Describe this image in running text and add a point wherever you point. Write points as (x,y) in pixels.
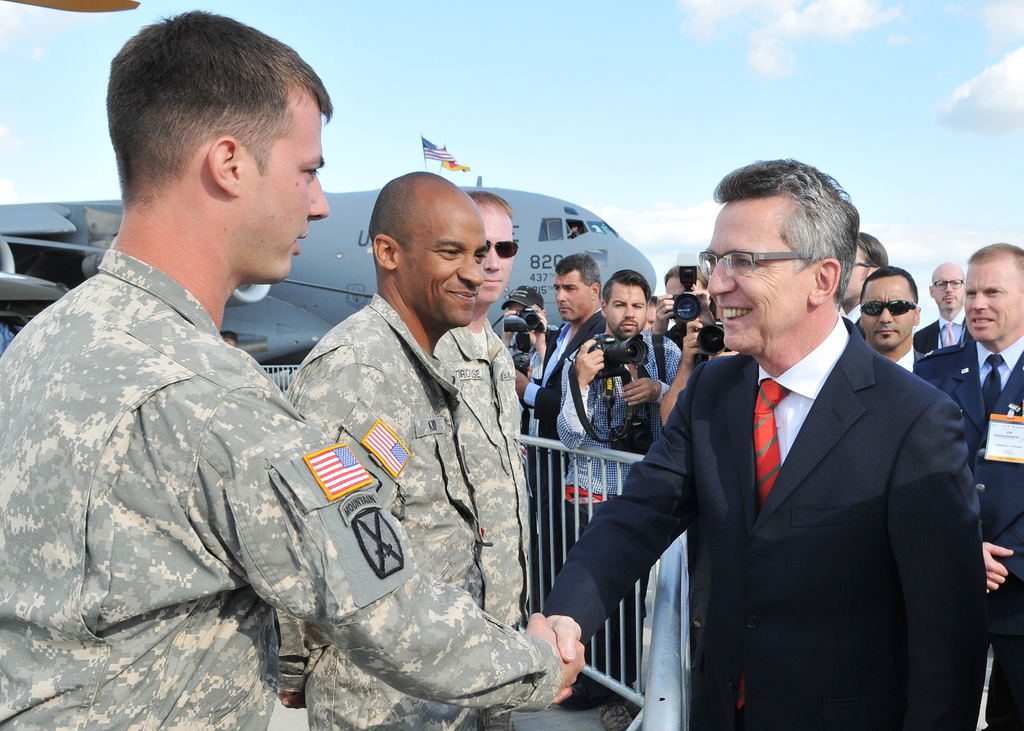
In this image there are two officers (319,515) in the middle (676,465) who are shaking their hands (563,627) with each other. Behind them there are camera mans (620,328) standing near the fence (585,450) by holding the cameras (612,362). In the background (325,265) there is an airplane (301,269) on which there are two flags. At the top (752,86) there is the sky (752,86).
